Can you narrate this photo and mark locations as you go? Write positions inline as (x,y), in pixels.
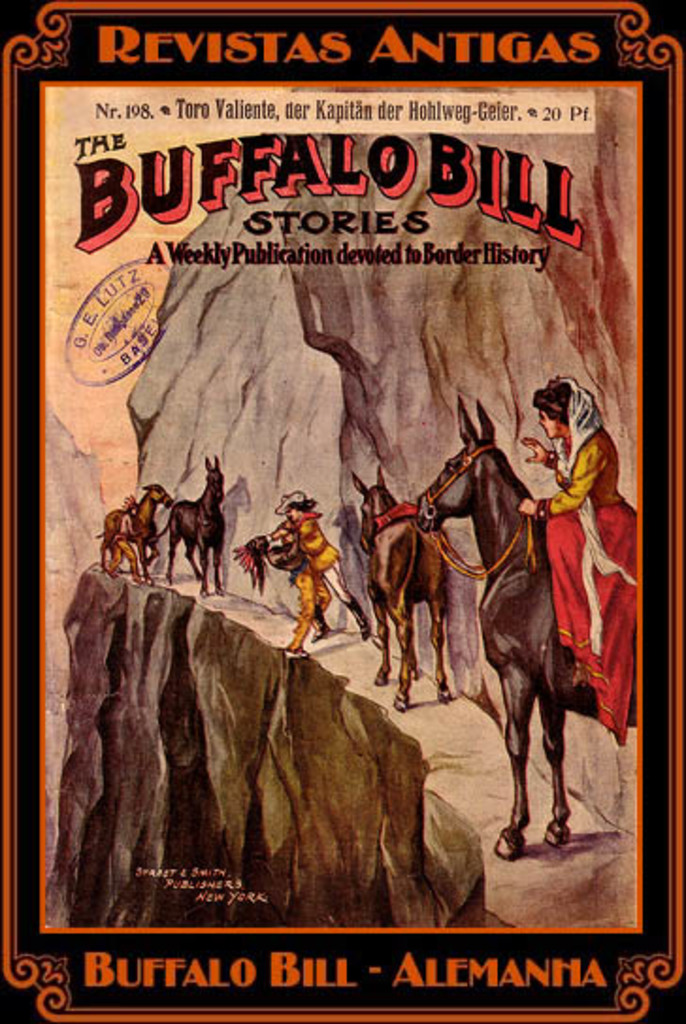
In this image I can see a paper (277,498), on the paper (258,526) I can see image of persons (544,508), horses (367,508) and the hill (394,479).
